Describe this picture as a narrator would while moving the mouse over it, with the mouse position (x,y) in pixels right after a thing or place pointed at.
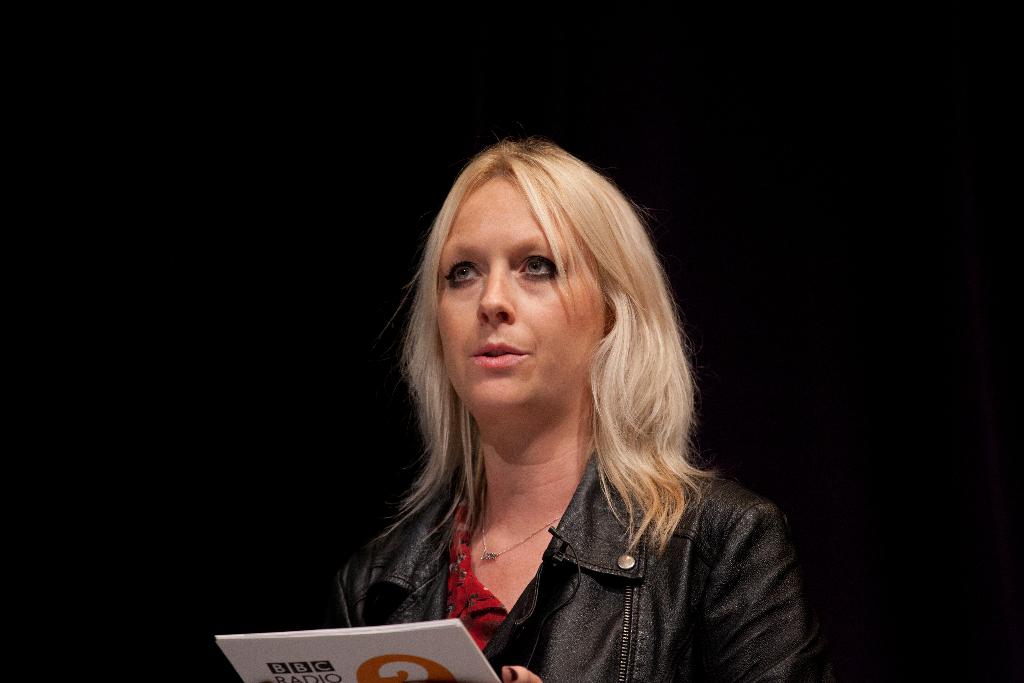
In the picture there is a woman (489,534), she is catching a paper (381,656).
